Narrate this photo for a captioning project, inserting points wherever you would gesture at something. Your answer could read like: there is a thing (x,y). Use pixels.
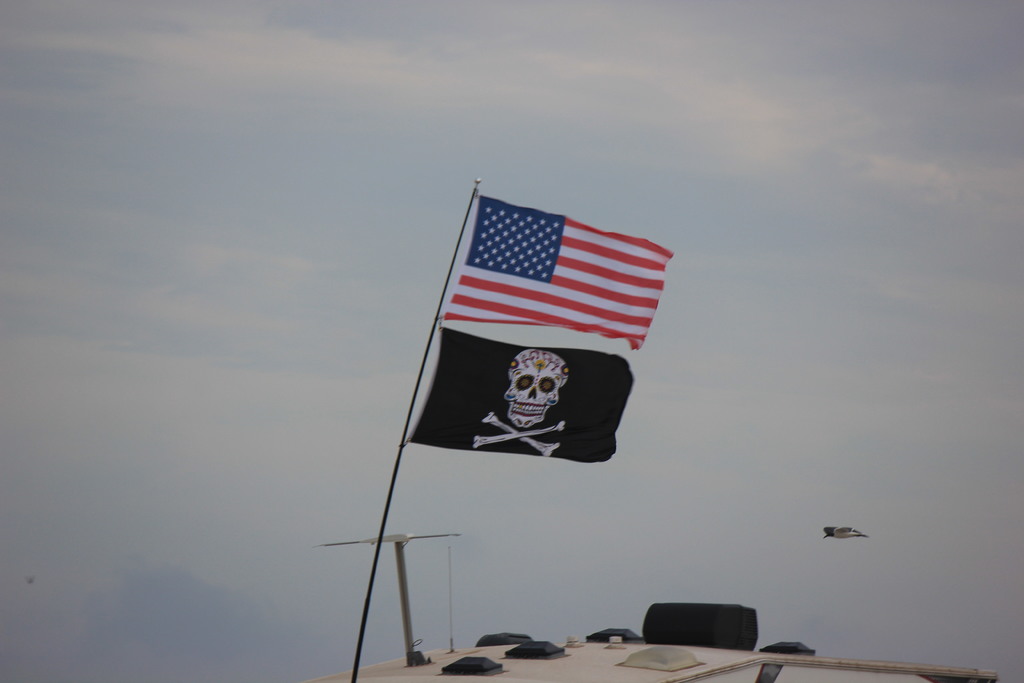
In this image there is a pole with two flags (517,408) on the top of RV (418,675), where we have country flag (498,309) on top and under that there is a black flag (589,435) with skull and bones (518,435), beside that there is a bird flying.
